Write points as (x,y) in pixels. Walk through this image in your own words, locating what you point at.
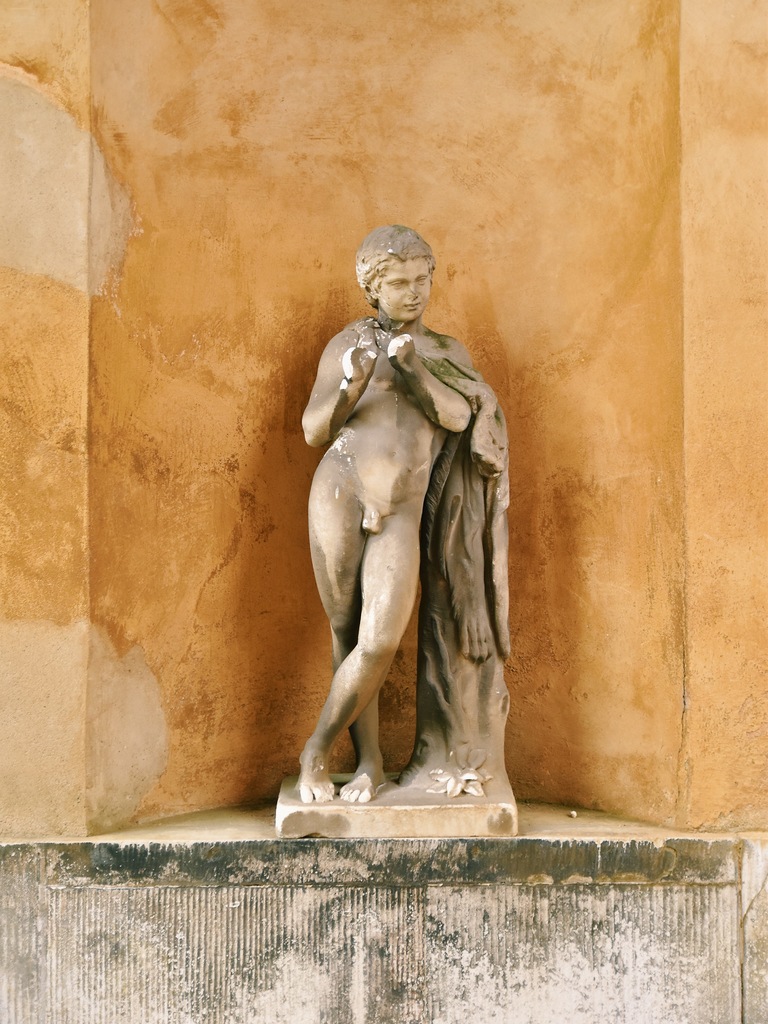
In this image there is a sculpture (390,633) of a person (383,625) on the wall (427,935), the background of the sculpture (466,797) is orange color.
